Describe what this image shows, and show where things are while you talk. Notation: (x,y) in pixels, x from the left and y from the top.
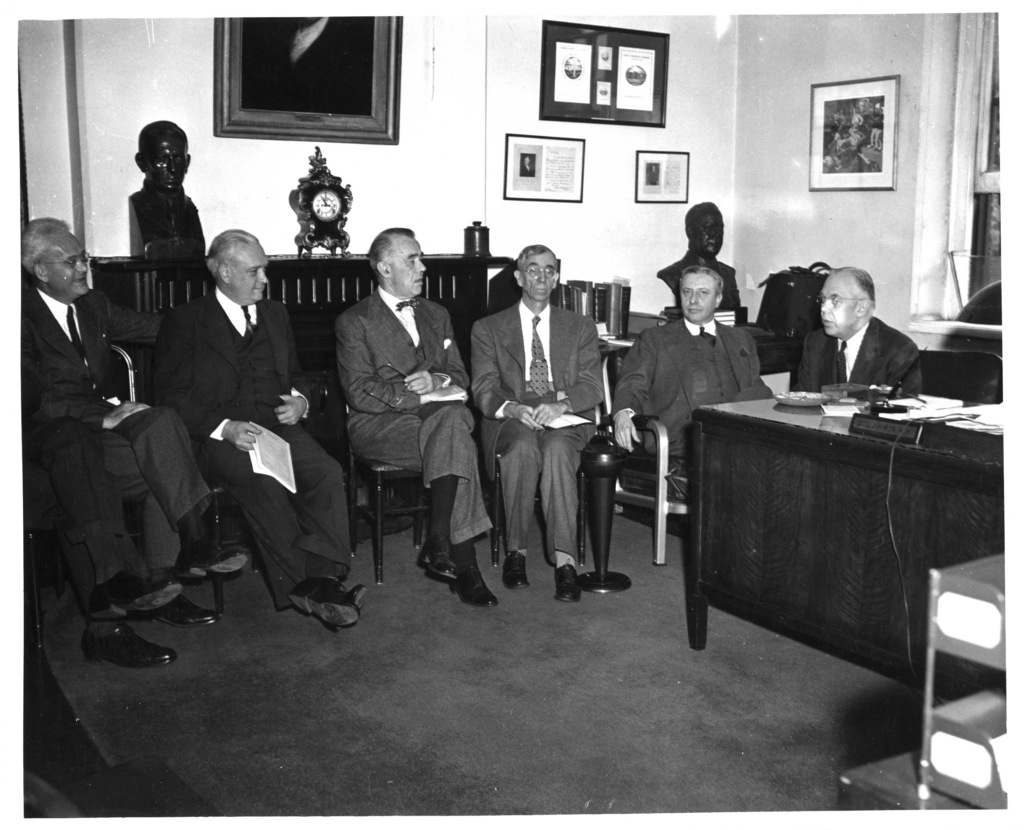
In this image I can see few men (312,555) are sitting on chairs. in the background (324,233) I can see few frames (601,113) on these walls (667,148) and a clock (339,231).
